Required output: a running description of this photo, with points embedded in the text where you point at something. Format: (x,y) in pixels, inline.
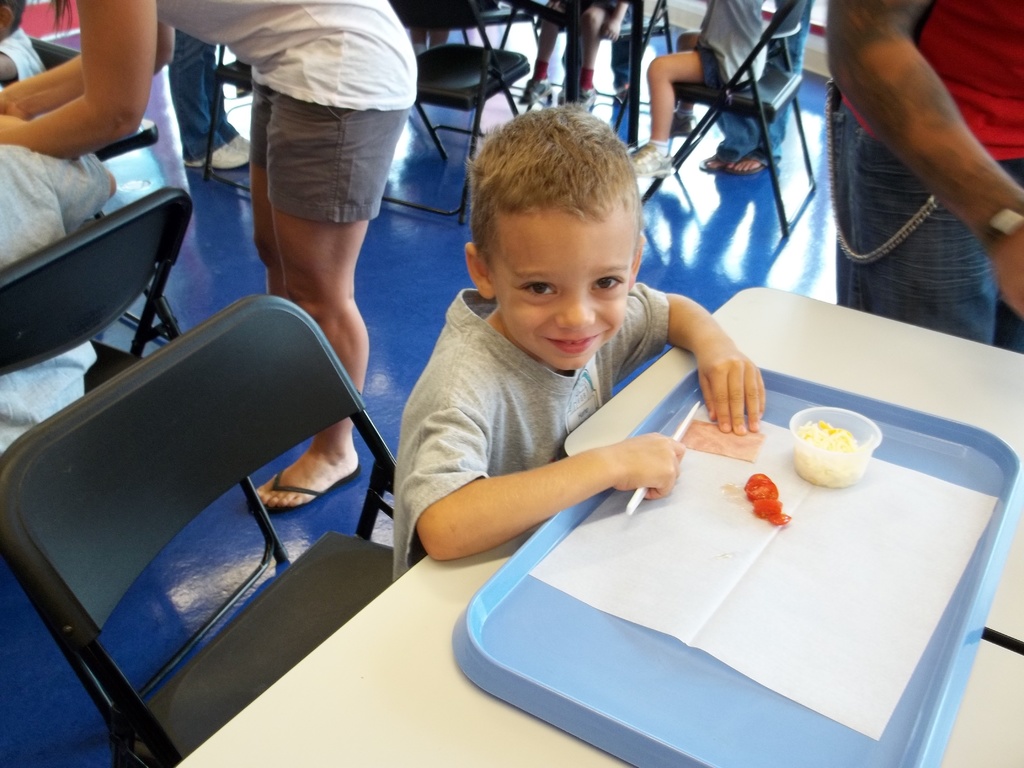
There is a boy (473,165) sitting on the chair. On the right hand side (869,312), there is a person (966,152), wearing red color T-Shirt (968,88) and jean pant (944,243). On the left hand side (61,197), some person (33,181) is sitting on the chair (86,276). Besides this person (106,176) there is a woman (295,57). In the background (711,40), there are group of people (597,30). These two are sitting, one person (810,10) is standing on the floor (742,180).
